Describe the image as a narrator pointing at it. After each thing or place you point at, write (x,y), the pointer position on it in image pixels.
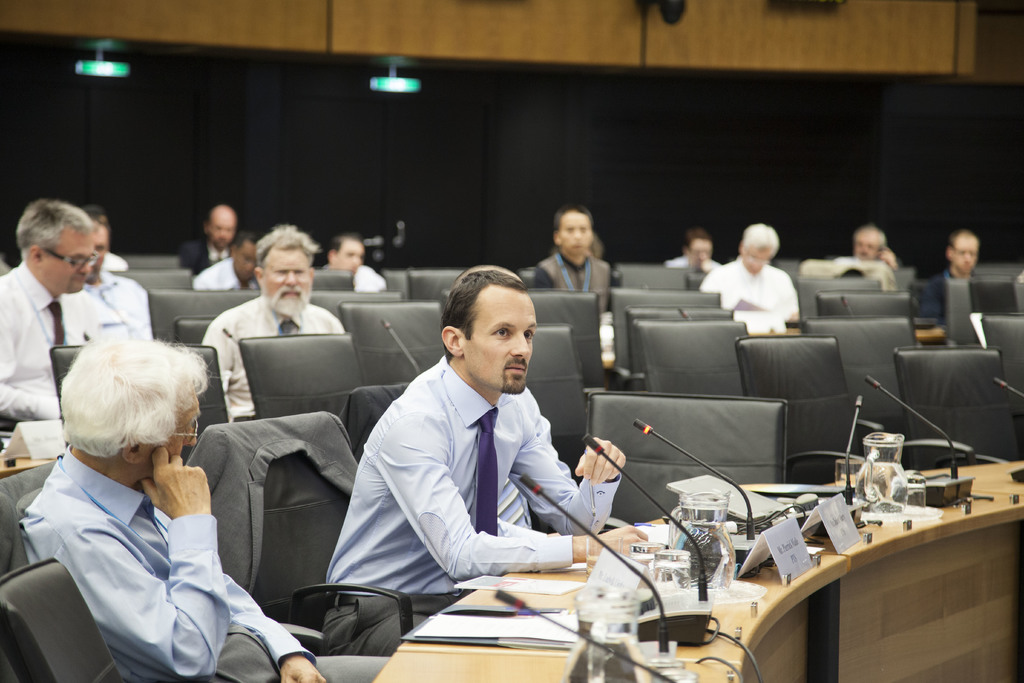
In this image in the middle (500,318) there are few people (481,314) sitting on chair (207,321), in the foreground (736,661) there is a table (915,525), on which there are some mike's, glasses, bottles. papers (483,632) visible, at the top (100,74) there are some lights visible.
